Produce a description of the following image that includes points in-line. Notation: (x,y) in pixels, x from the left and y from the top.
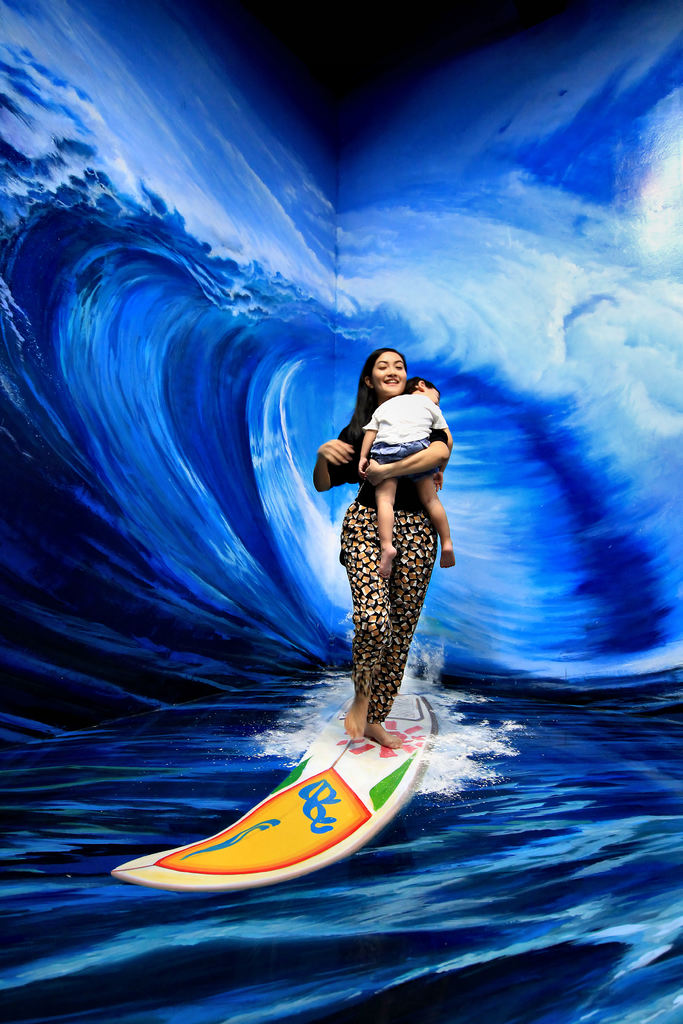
This picture looks like an edited image there is a painting (269,422) on the wall (319,267) in the background (401,247). There are people (418,538) and there is an object (294,810) in the foreground (405,636).
